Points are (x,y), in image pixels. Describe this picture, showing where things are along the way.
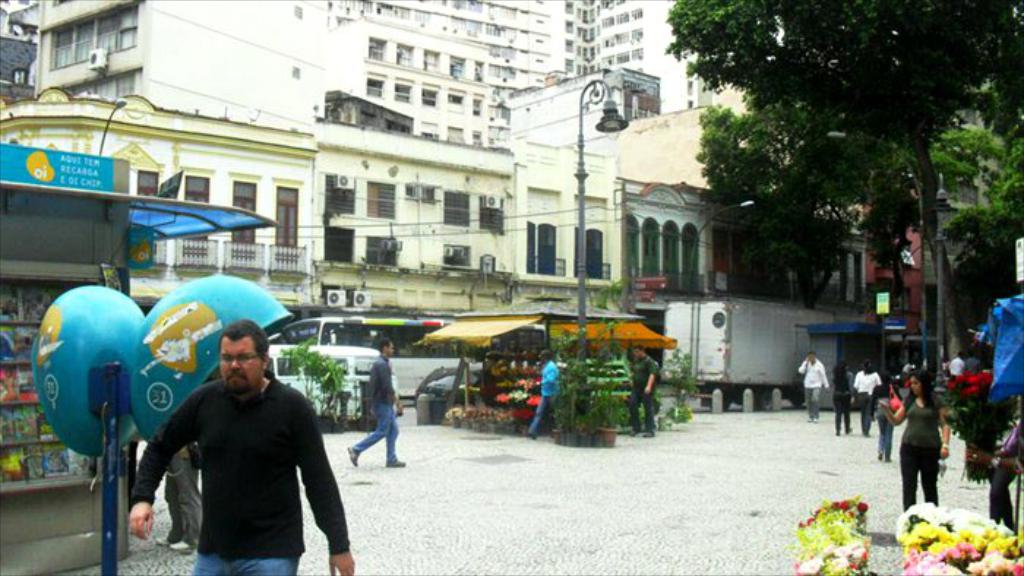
In this picture I can observe a stall (558,353) in the middle of the picture (512,381). On the left side (259,504) I can observe a man (255,387) walking. On the right side (915,465) I can observe some people (874,402) and trees (917,210). In the background (442,145) there are buildings (435,124).
